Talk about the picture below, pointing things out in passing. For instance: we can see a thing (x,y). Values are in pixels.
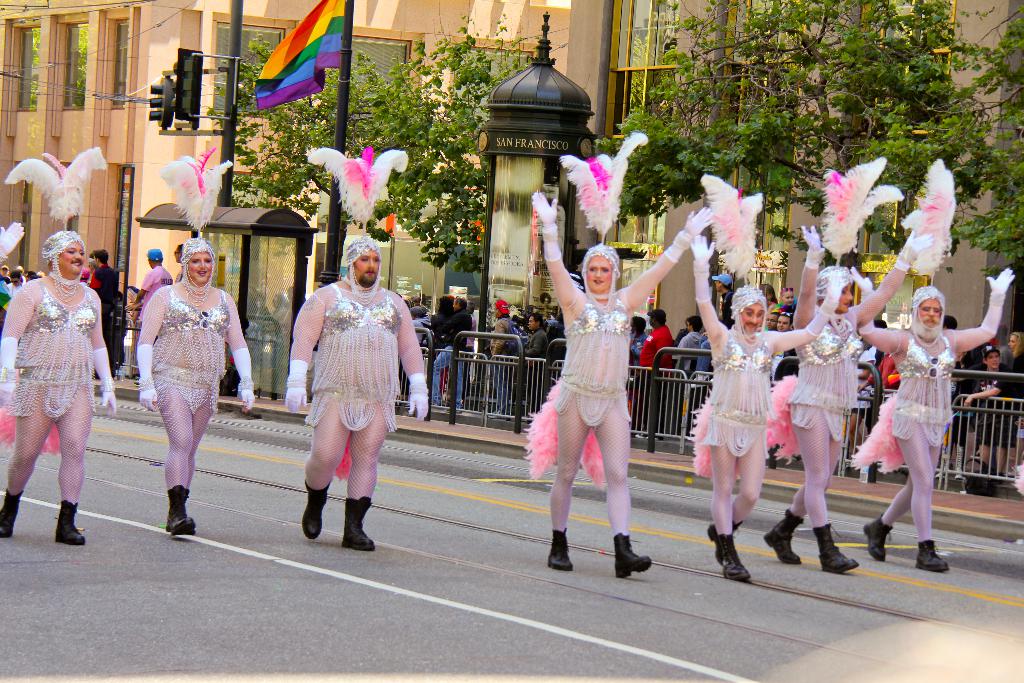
In this image I can see a group of people (786,435) are wearing costumes (82,356) on the road (575,537). In the background (1012,470) I can see a fence (488,335), crowd (502,331), traffic lights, trees (237,186), windows (78,84) and buildings (411,74). This image is taken during a sunny day.
